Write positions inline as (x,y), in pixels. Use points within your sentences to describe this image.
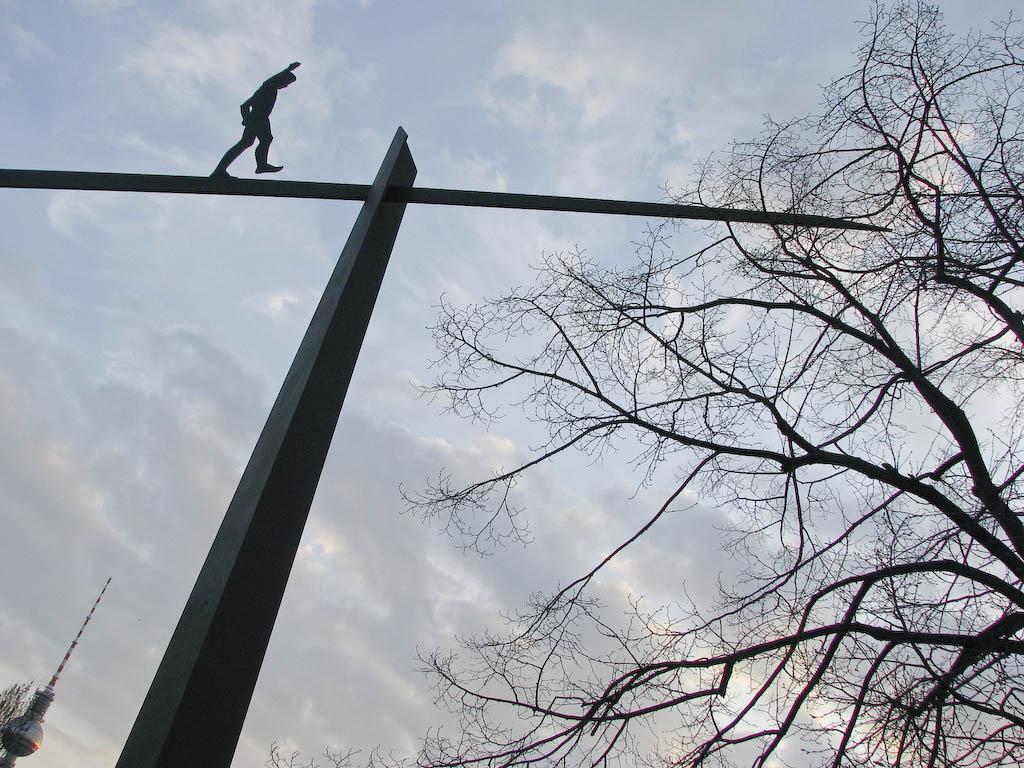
In this image there is a person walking on the metal structure (270,186), on the right side of the image (796,565) there is a tree (737,648) and on the left side of the image (25,742) there is a structure (91,616). In the background (385,578) there is the sky (460,451).
